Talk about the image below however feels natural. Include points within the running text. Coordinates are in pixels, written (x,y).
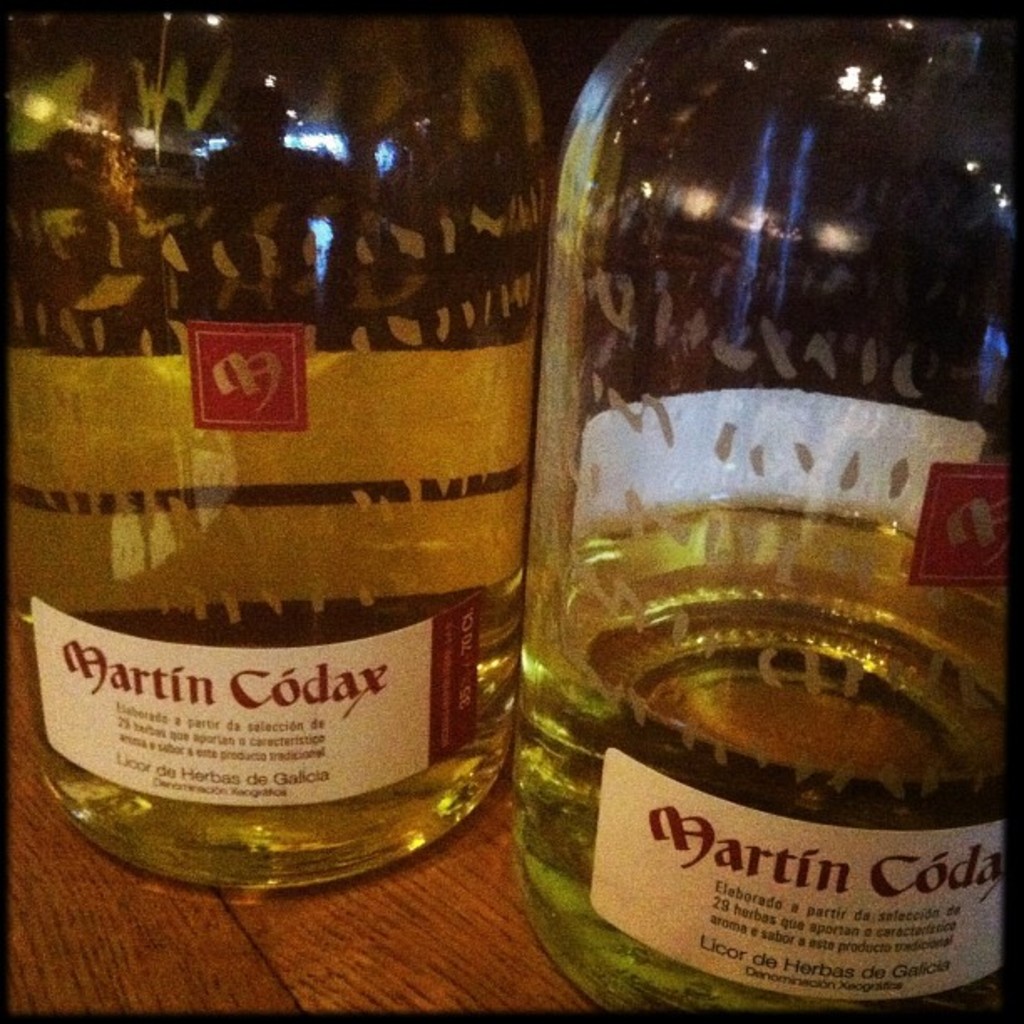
In this picture there are two bottles (568,520) on the table (175,985). There is a green liquid (702,775) in one bottle (657,834).
